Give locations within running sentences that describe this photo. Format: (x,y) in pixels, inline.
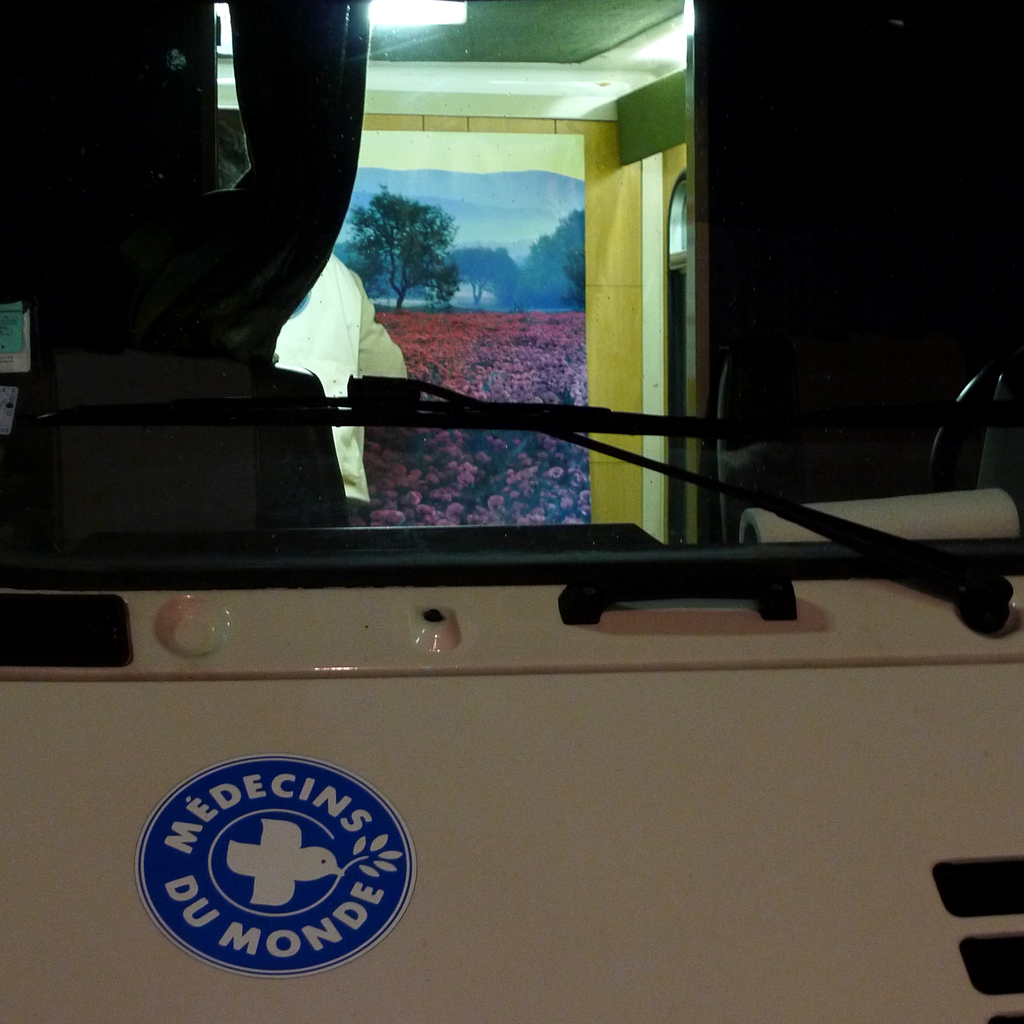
In this image we can see there is a vehicle (571,642) and there are wipers (669,428) on the glass (558,391) of a vehicle (1022,476). In the vehicle (312,254) there is a person (362,331) and a poster (516,291) attached to the wooden wall (593,217).
